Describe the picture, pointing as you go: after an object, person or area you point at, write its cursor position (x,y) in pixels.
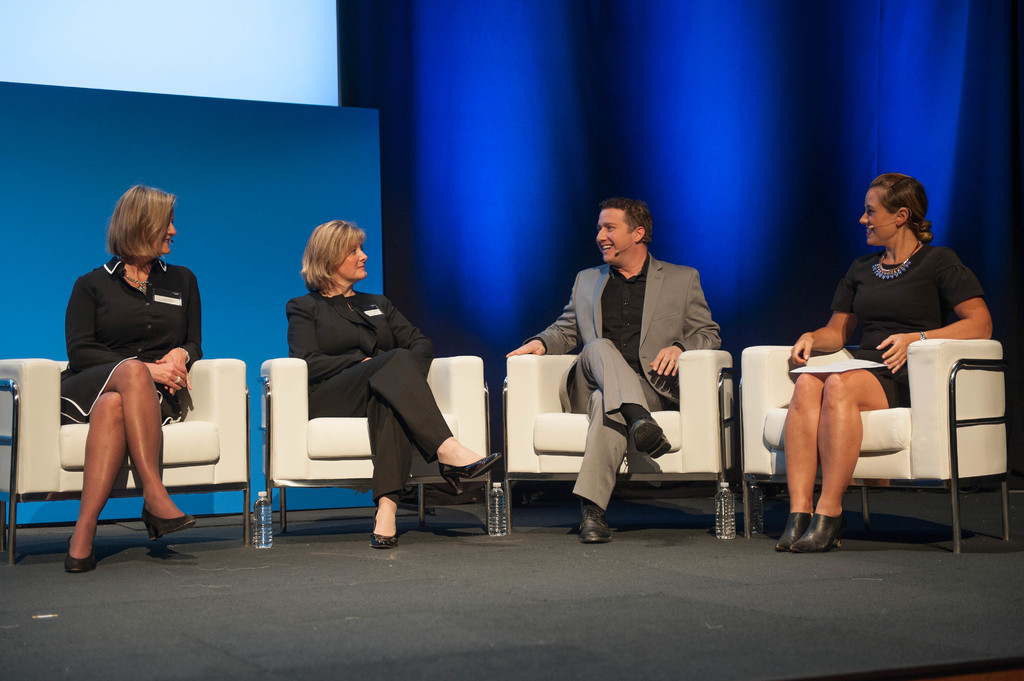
In this picture we can observe four members (663,364) sitting in the white color chairs (355,425). Three of them are women (327,336) and the one of them is a man (598,388) wearing a coat (648,307). In the background (636,133) we can observe blue color curtain (658,99).
